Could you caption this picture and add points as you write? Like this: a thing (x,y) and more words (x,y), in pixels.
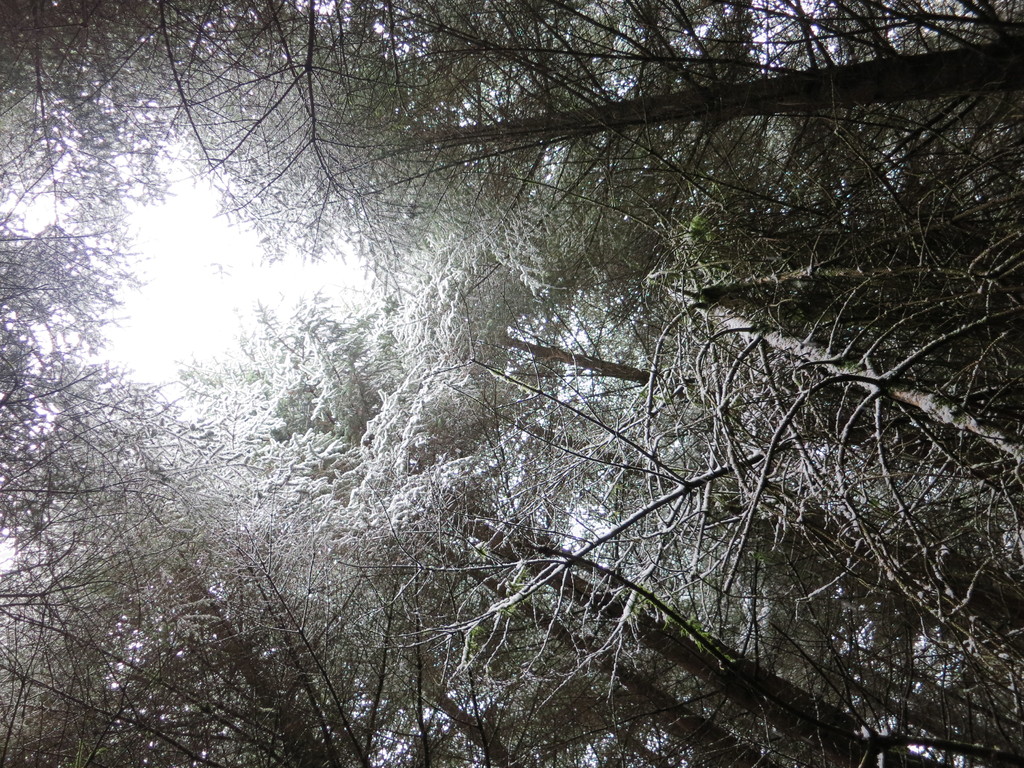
In this picture I can see number of trees (385,499) and I can see the white color background (198,251).
